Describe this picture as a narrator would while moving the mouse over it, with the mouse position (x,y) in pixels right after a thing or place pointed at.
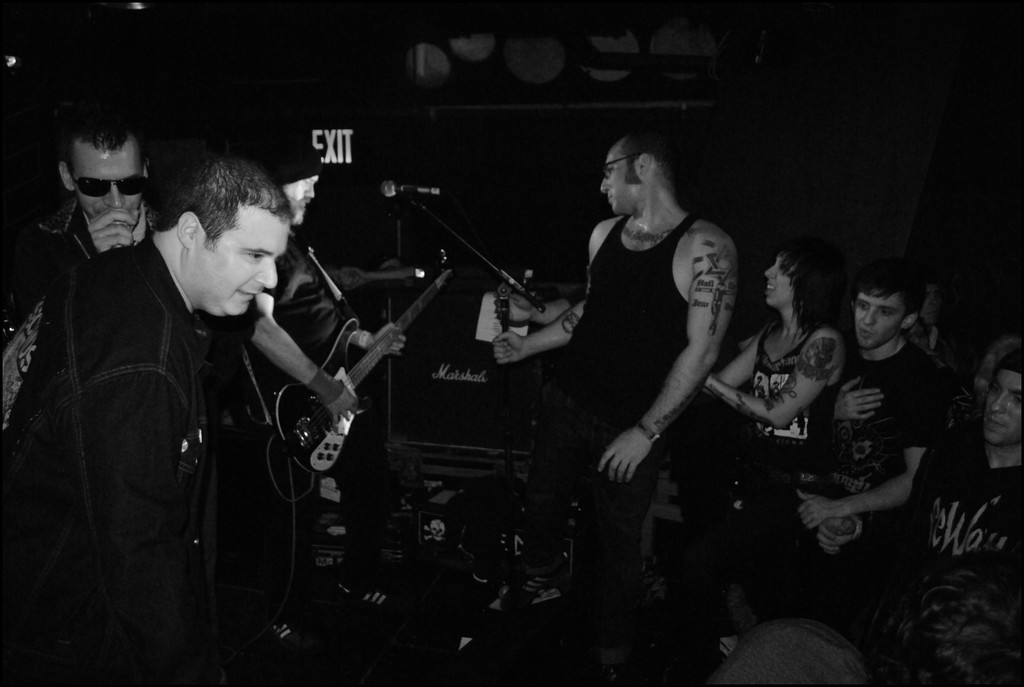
In this image I see people (981,676) in which most of them are standing and rest of them are sitting. I can also see that this man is holding the guitar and is in front of the mic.
